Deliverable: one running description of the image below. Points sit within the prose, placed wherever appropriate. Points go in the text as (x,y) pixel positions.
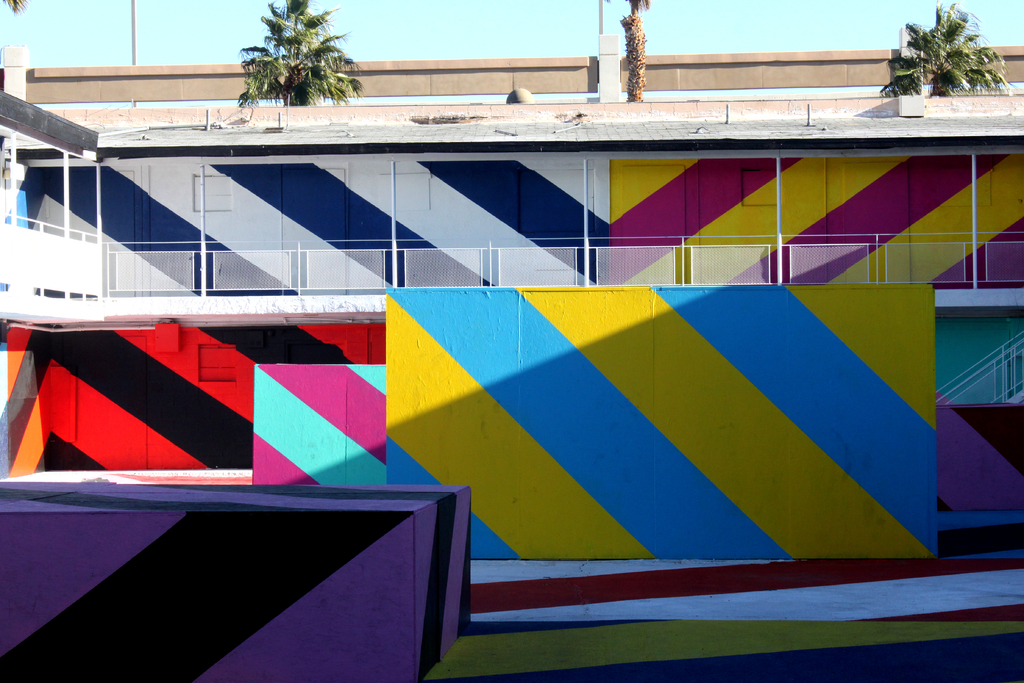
In this image we can see there is a wall (507,455) with painting (438,418) and there is a fence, pole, pillar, trees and the sky (180,45).
